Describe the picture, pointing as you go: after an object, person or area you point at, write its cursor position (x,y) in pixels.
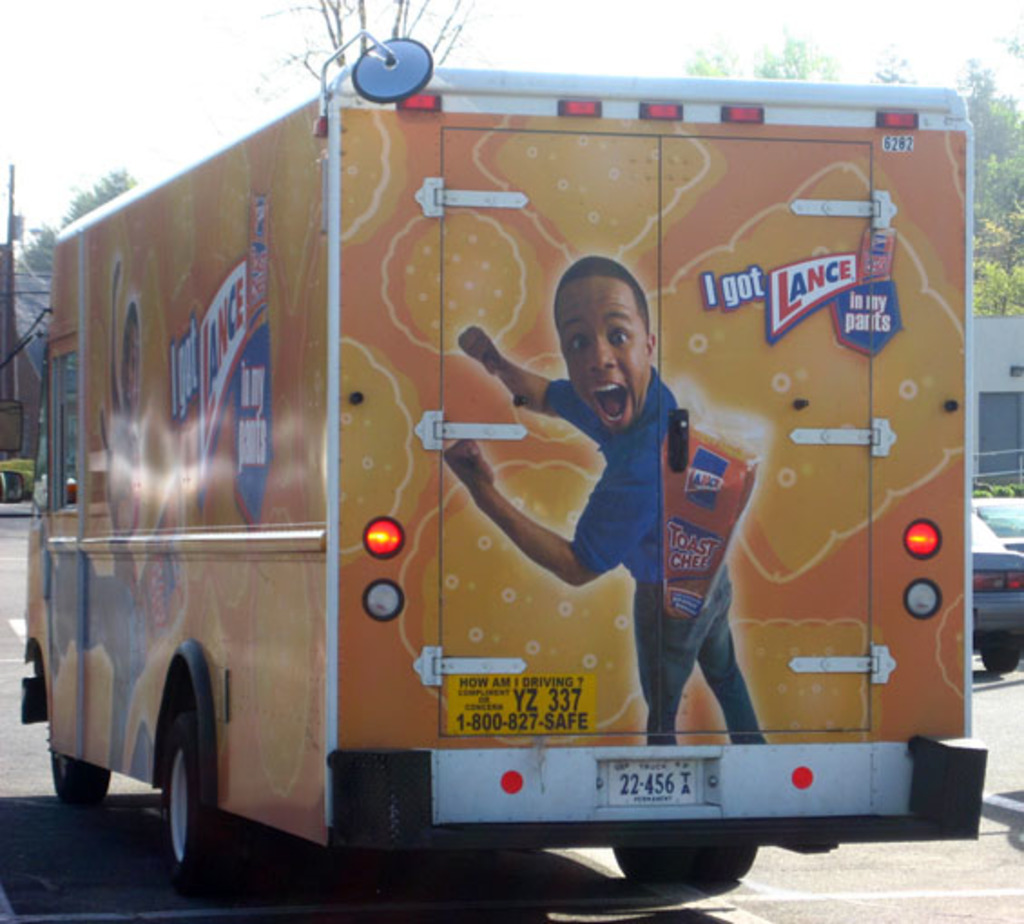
In this picture we can see vehicles (508,733) on the road (1023,804) and in the background (69,174) we can see trees (1020,223), some objects (8,342) and the sky (216,75).
